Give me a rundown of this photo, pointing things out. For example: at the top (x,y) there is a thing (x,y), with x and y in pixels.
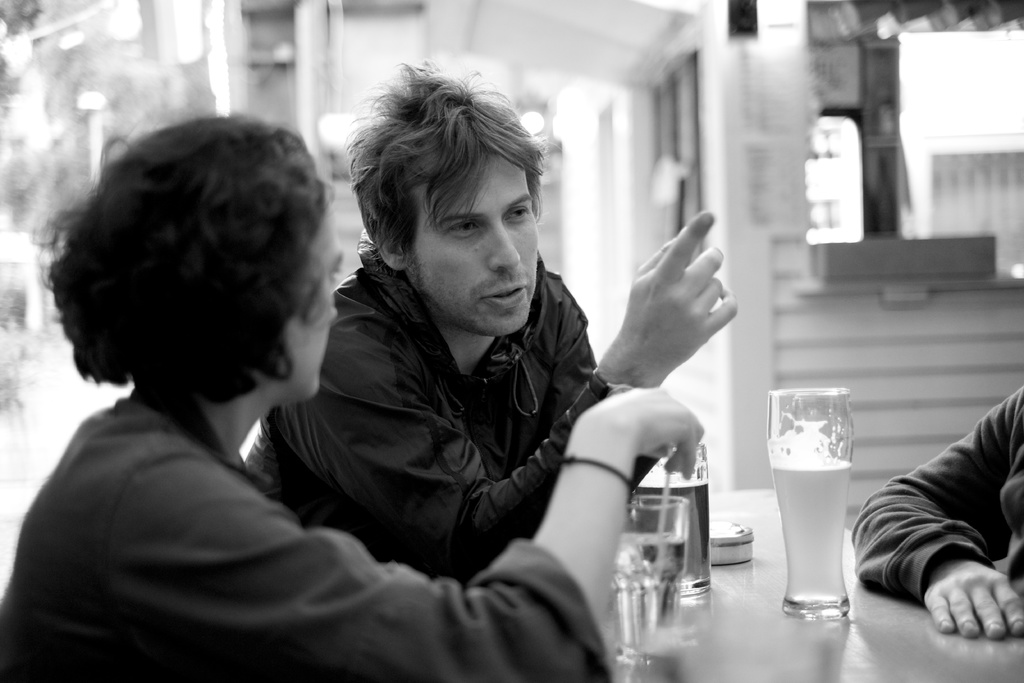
In the image there are three people (558,488) sitting in front of a table (742,607), on table (722,496) we can see a glass (668,545), straw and a glass (808,463) with some drink (809,458). In background (716,156) there is a building (688,151), window (695,180) and a wall (746,261) which is in white color.
